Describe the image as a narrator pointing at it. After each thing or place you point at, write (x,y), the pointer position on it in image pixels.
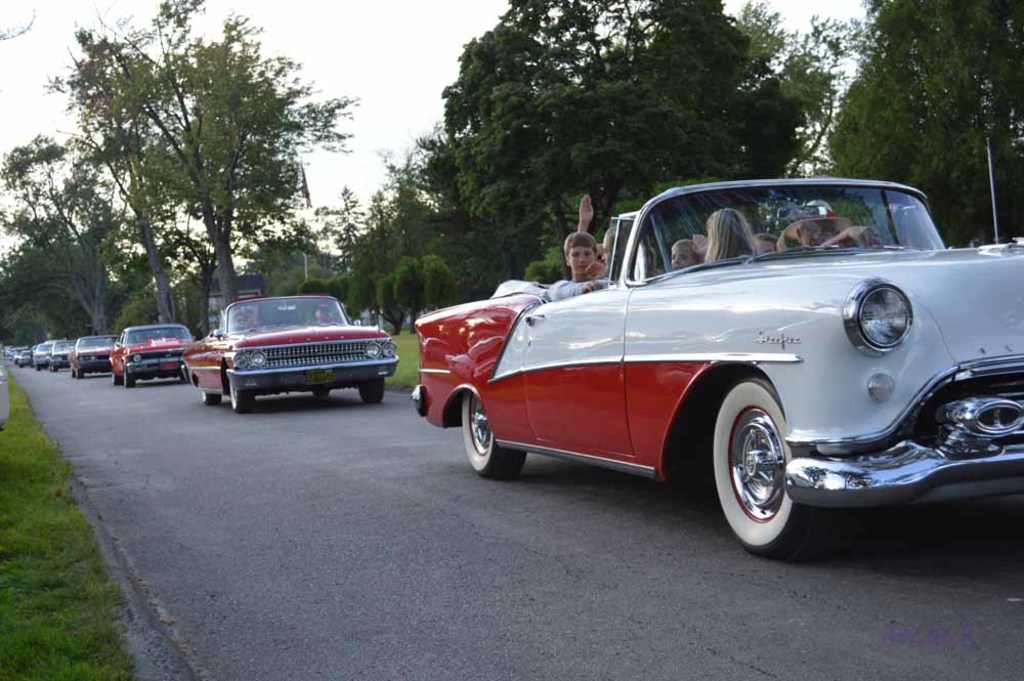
In this image I can see the road (407,537), few vehicles (615,422) on the road (348,558) which are red and white in color and few persons (605,243) in the vehicles (633,274). I can see some grass (34,459) on the ground (10,480) and few trees (583,152). In the background (426,64) I can see the sky (34,107).
